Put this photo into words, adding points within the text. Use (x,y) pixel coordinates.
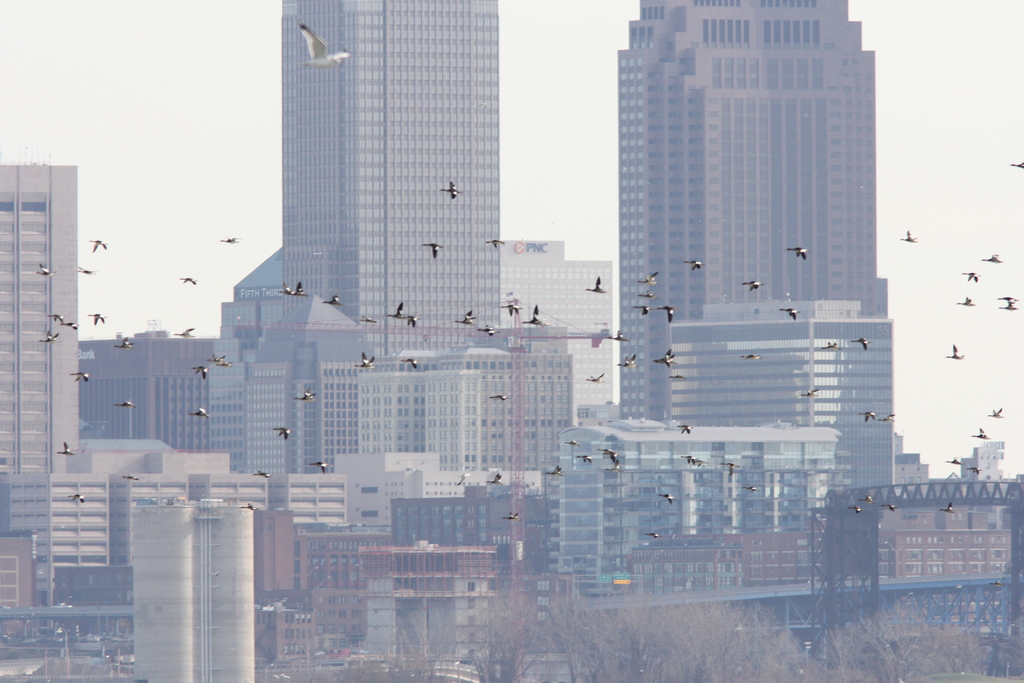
In the middle of the image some birds (1023,165) are flying. Behind the bird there are some buildings (64,274). At the bottom of the image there are some trees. Behind the building (27,174) there is sky (978,179).
